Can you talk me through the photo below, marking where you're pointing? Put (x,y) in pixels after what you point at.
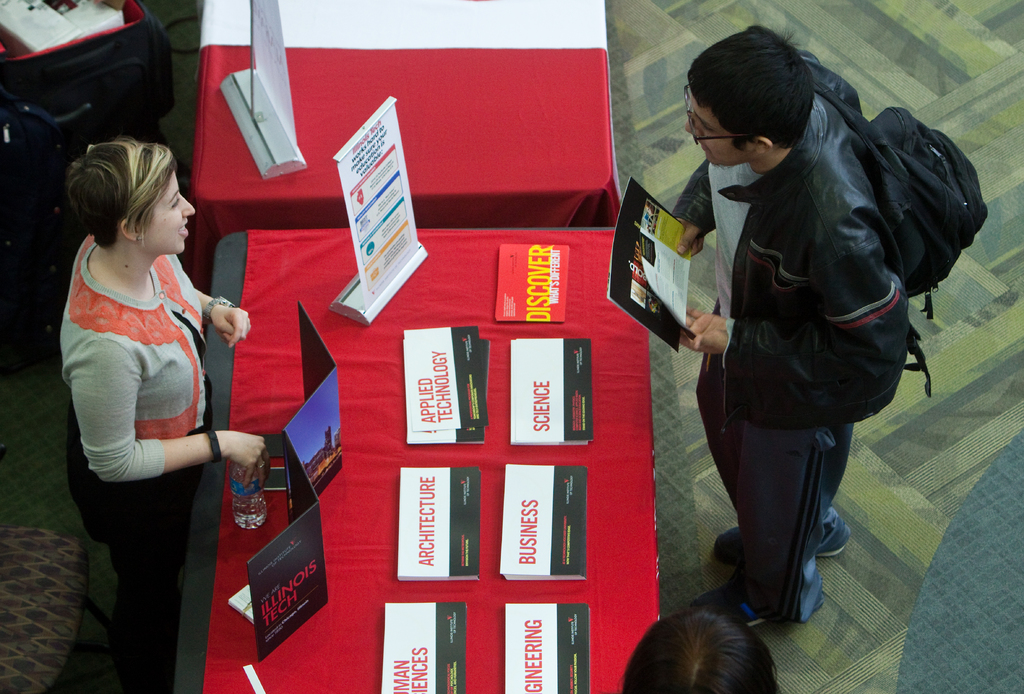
Here I can see three persons (733,399). Two persons (776,354) are standing and smiling by looking at each other. The man (760,246) is wearing a bag (871,176) and holding a book (639,274) in the hands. In the middle of these two persons (197,382) there are two tables (442,142) which are covered with red color clothes (463,113). On the tables (496,130) I can see few books (519,359) and boards (292,622). At the back of this woman (151,552) there is a chair (49,595). On the floor (934,449), I can see the mat (915,444). In the top left-hand corner (74,77) there is an object (87,63) which seems to be a bag (45,62).
